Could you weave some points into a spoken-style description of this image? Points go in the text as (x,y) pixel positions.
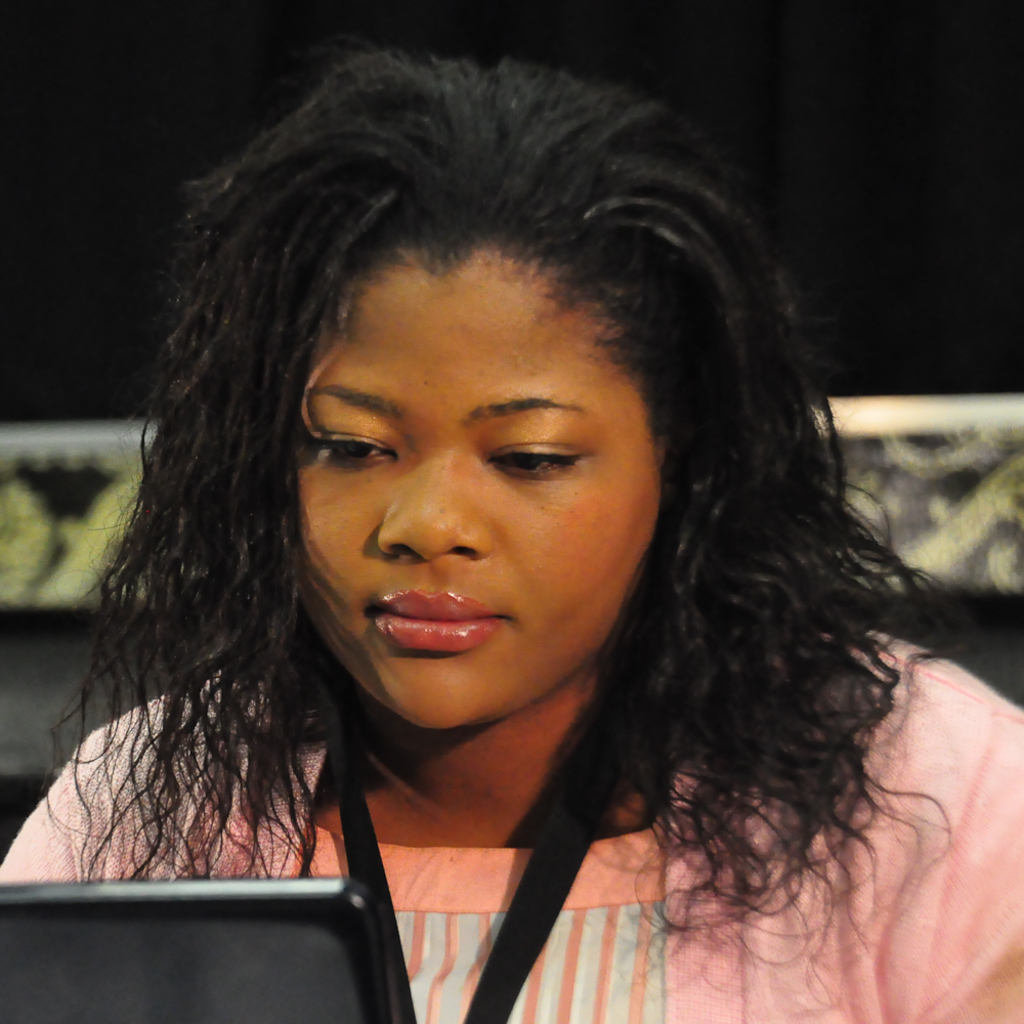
In the foreground of this image (629,600), there is a woman (610,492) wearing an ID card (544,910). On the bottom left (135,1000), there is an object (138,976) and the background (921,121) image is not clear.
